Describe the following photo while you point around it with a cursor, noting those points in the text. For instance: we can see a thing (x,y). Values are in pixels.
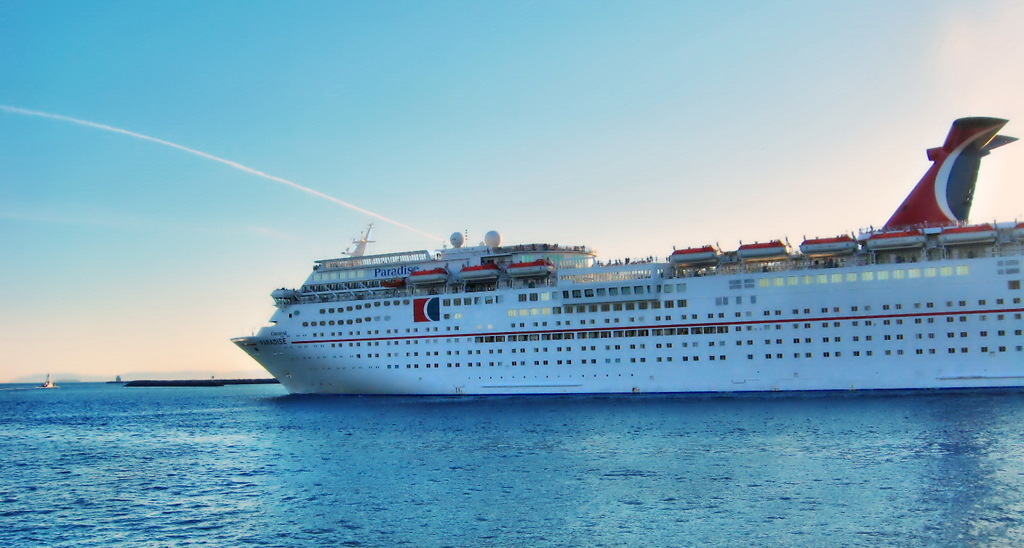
At the bottom (611,500) there is water (657,456), this is a very big ship (712,314) in white color. At the top (463,148) it is the blue color sky (428,114).
